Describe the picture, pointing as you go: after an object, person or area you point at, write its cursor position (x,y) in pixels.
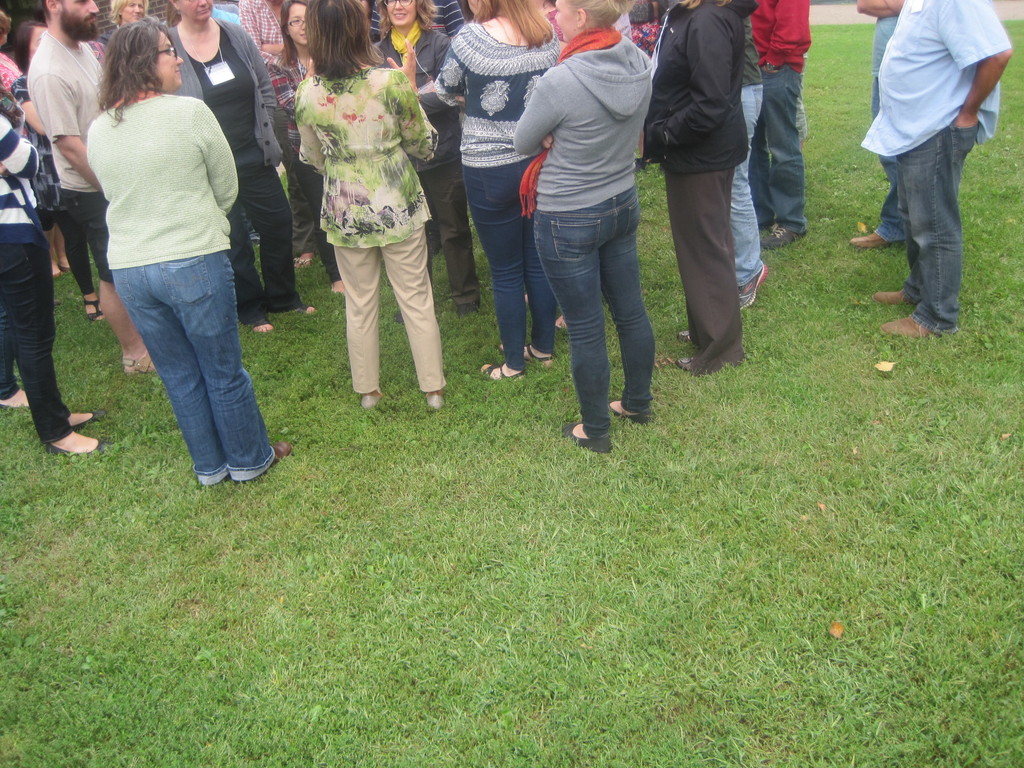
In the image I can see some people (38,248) standing on the grass (118,435).
